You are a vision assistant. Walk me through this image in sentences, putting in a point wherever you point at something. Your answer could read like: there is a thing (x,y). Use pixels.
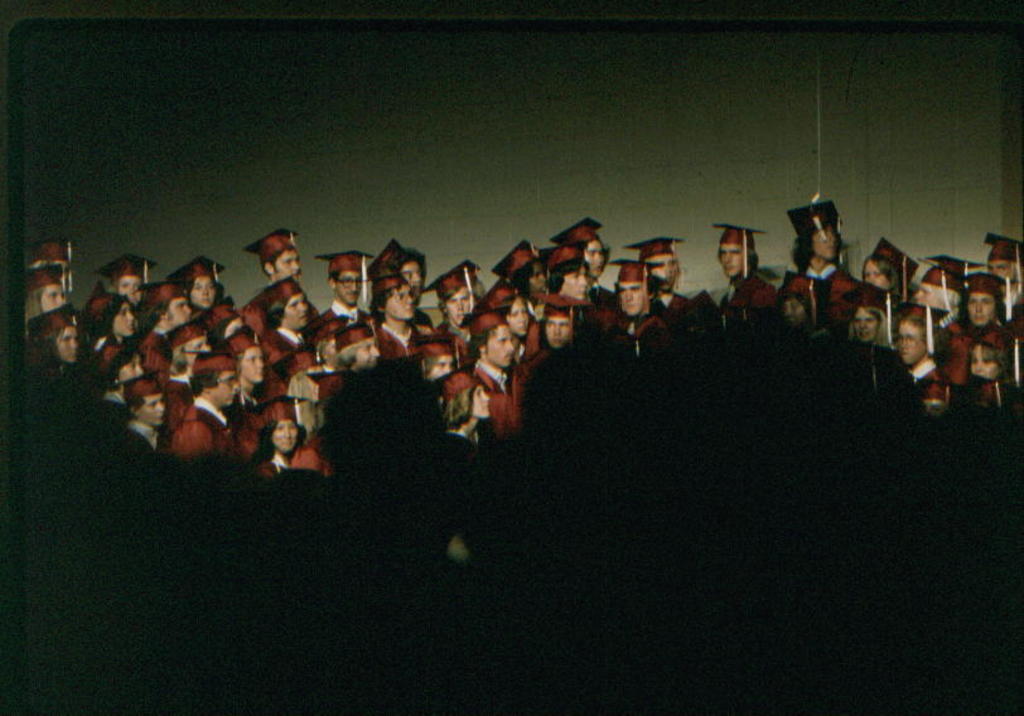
In this image, we can see people (138,417) wearing coats (376,333) and hats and in the background (519,88), there is a wall (744,144).
